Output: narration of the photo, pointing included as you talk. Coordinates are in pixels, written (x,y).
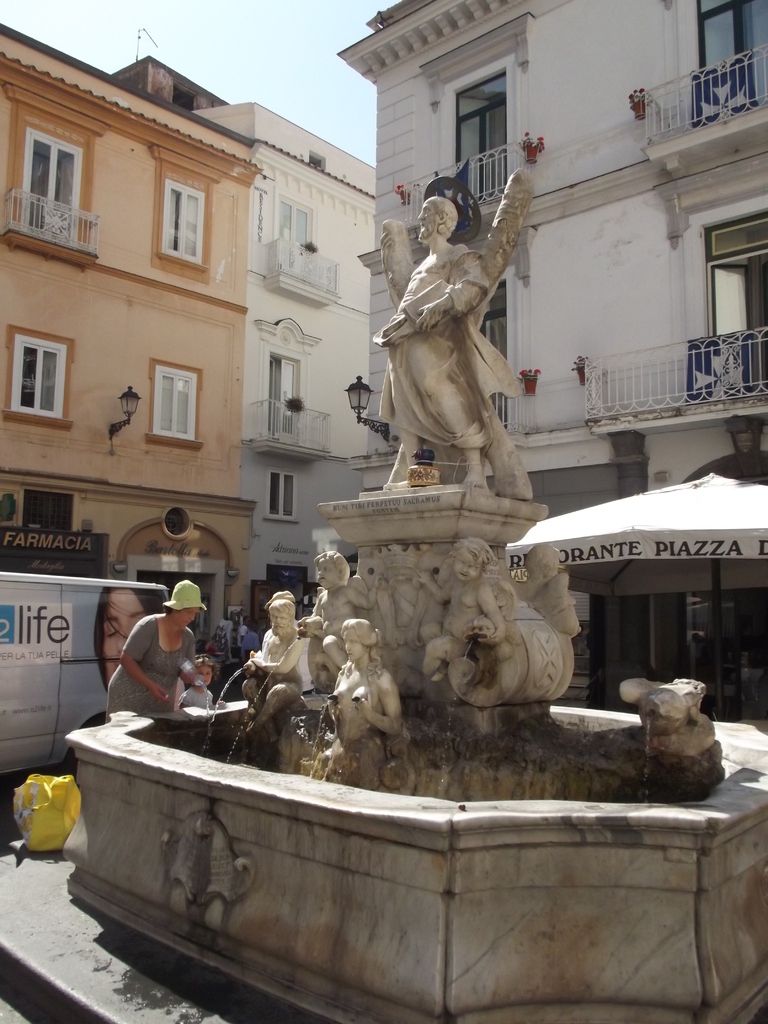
In this image I can see few statues (343,749) in cream color and I can also see the person (152,669) standing. In the background (662,579) I can see few stalls (685,601) and I can also see few buildings (487,192) in white and brown color and the sky (159,25) is in white color.
